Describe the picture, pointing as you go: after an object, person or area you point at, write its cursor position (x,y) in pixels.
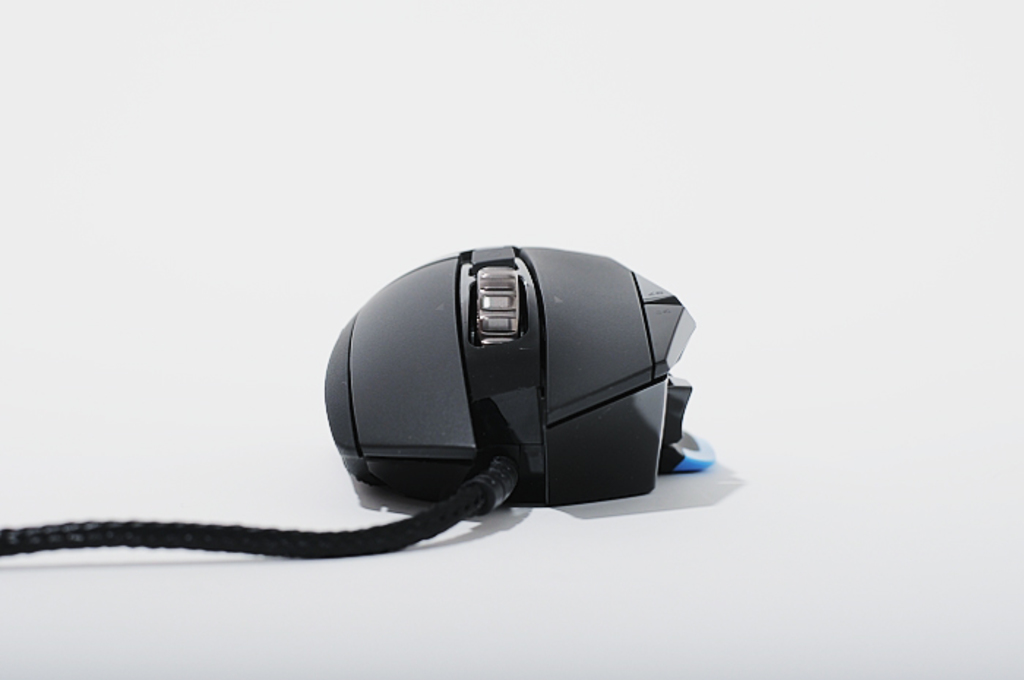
This picture contains a computer mouse (501,445). It is in black color. It has a black wire (245,540). In the background (170,505), it is white in color.
